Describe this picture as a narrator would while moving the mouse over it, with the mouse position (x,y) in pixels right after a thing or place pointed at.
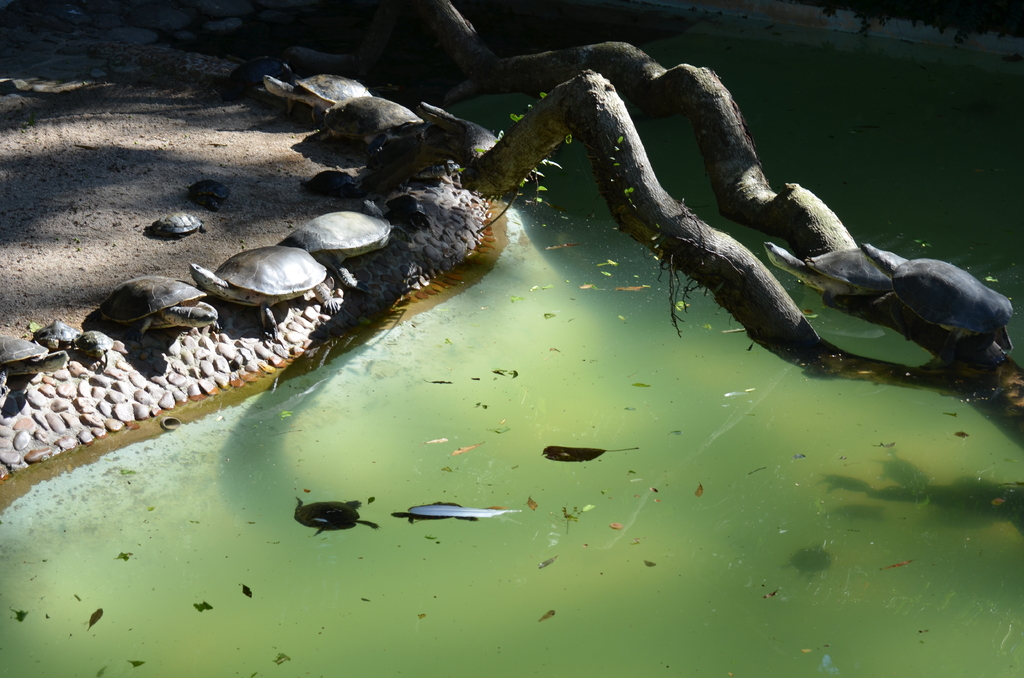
In this image we can see the pond (292,541). And we can see the tortoise (263,298). And we can see in the top left hand corner (132,74) we can see land (152,201). And we can see trees (622,203).
